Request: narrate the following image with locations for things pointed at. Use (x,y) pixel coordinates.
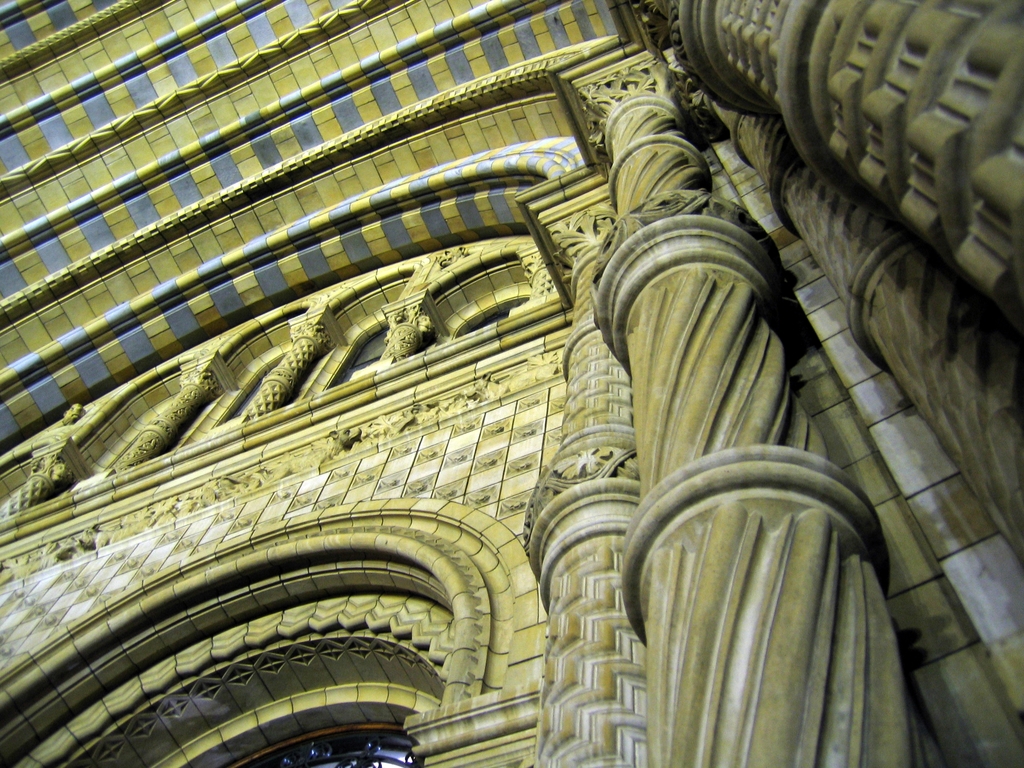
In the image we can see wall (284,227) and roof (20,265).
